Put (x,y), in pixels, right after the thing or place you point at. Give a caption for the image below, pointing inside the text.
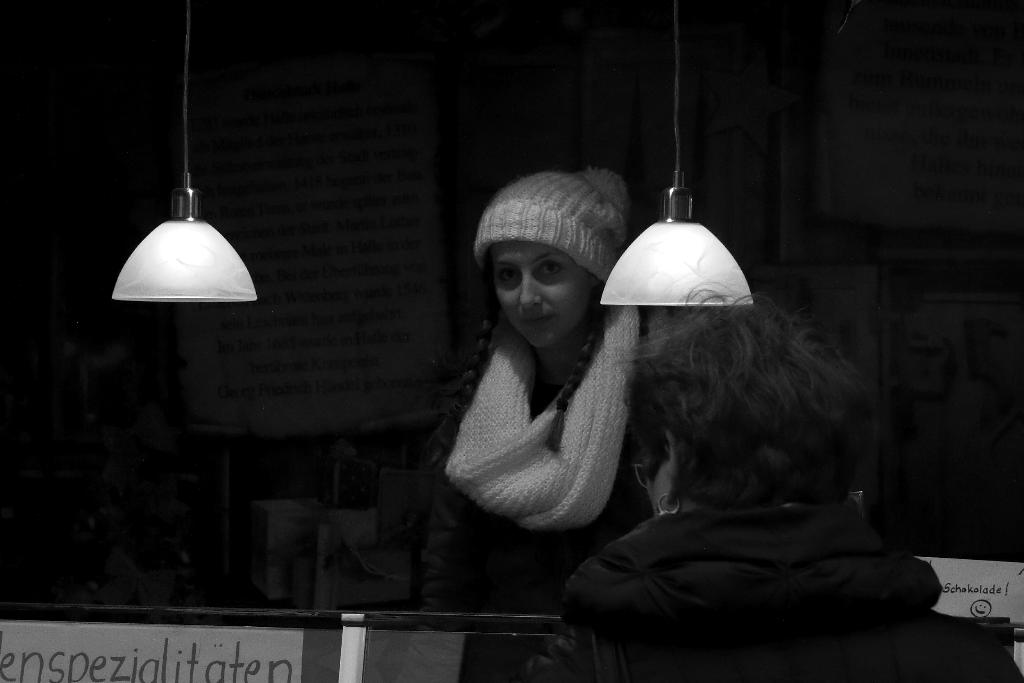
In this picture we can see two persons (659,495), there are two lights (663,301) here, in the background (329,250) there is a board (325,235), we can see handwritten text (323,201) on the board (236,217), it is a black and white picture.
